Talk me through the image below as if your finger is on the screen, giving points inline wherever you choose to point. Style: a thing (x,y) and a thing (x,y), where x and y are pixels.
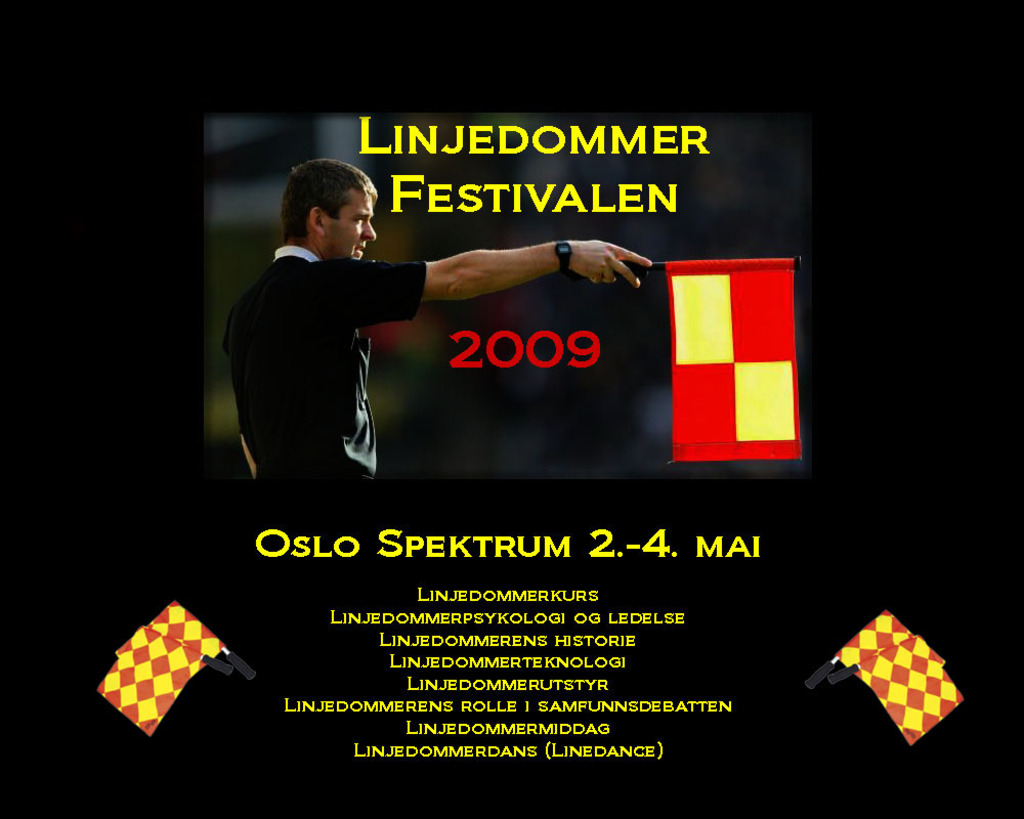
In this image I can see a man (385,274) holding some kind of flag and wearing a black T-shirt (412,295) and a watch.
